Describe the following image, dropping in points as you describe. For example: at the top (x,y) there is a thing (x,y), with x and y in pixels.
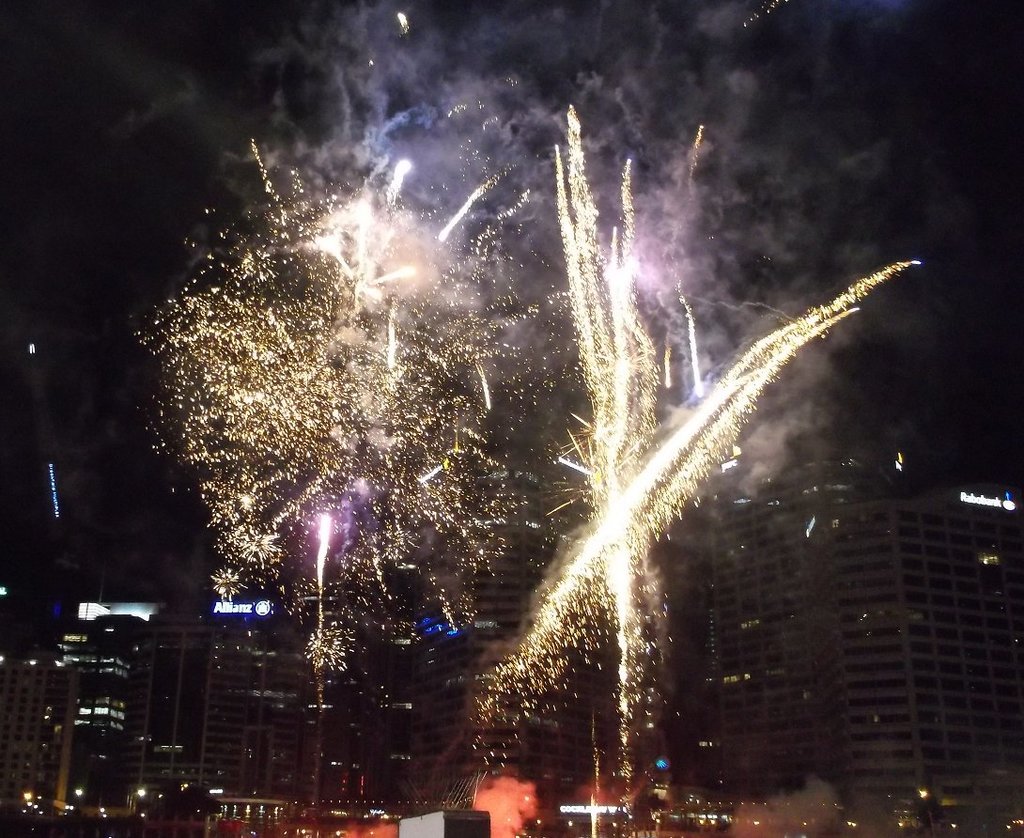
In the image we can see buildings (778,628) and windows (878,703) of the building (885,687). These are the crackers (491,228), this is a smoke (475,81) and a sky (996,40).
